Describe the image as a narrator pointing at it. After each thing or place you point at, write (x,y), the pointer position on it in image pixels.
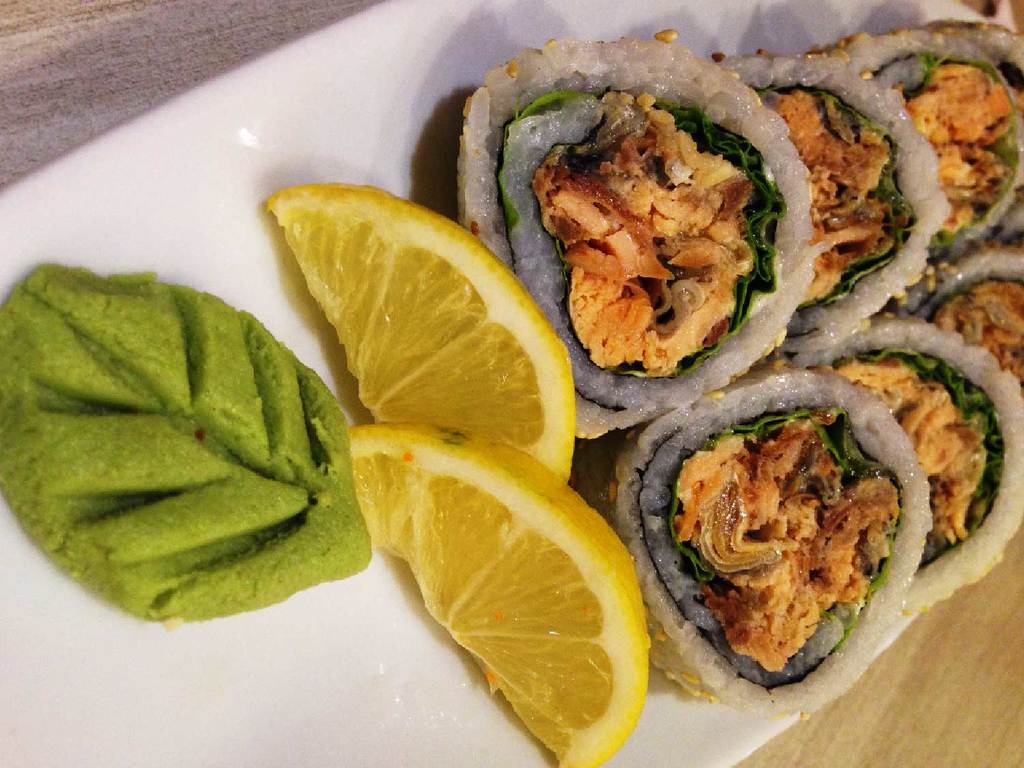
In this image, we can see food (716,486) and lemon slices (483,424) are in the white tray (405,629). In the bottom right corner (908,724), there is a wooden surface (937,730).
